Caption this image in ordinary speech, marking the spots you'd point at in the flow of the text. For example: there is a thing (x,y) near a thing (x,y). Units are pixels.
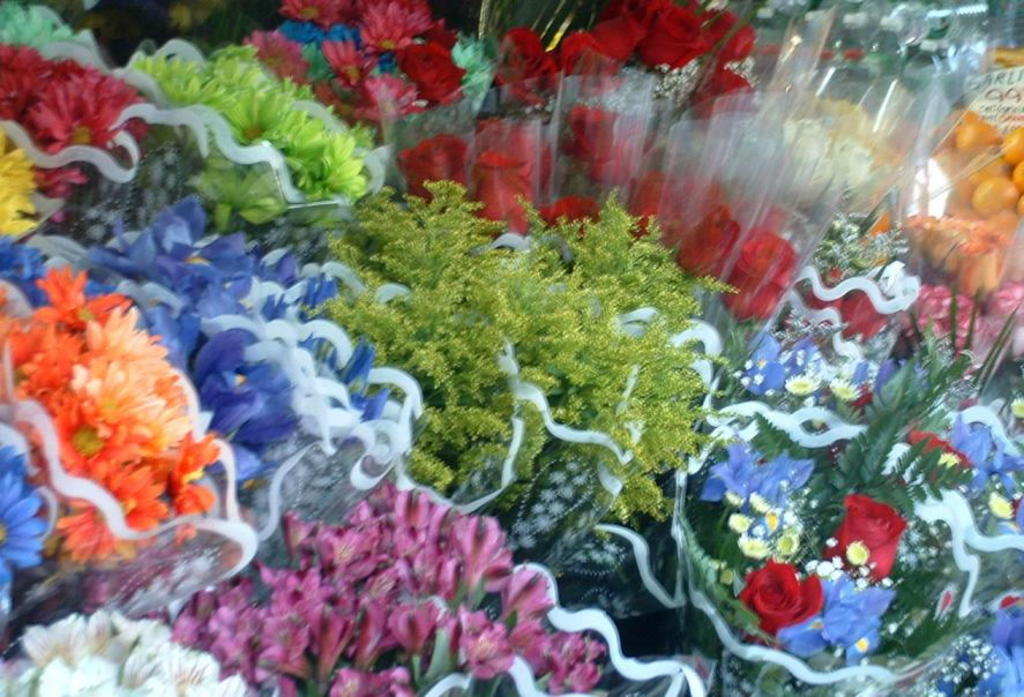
This picture contains many flower bouquets (458,251) which are in yellow, blue, pink, green and orange color.
